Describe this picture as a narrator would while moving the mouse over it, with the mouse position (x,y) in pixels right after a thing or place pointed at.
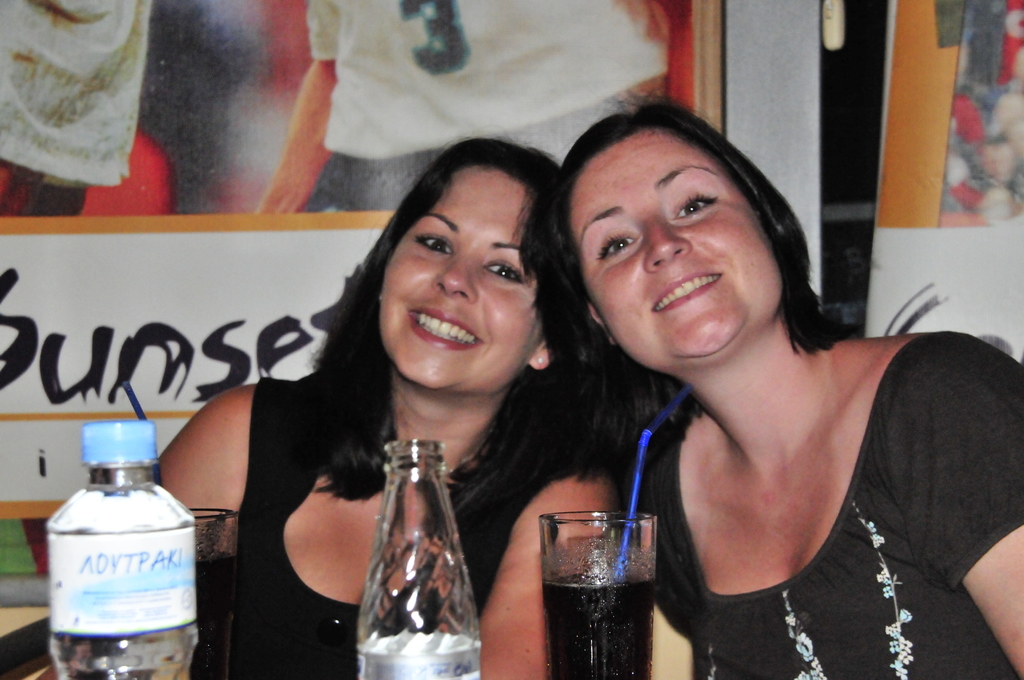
This image consists of two women (489,461). They are wearing black dresses (697,577). In front of them there are water bottle (60,661), glasses (560,628).
